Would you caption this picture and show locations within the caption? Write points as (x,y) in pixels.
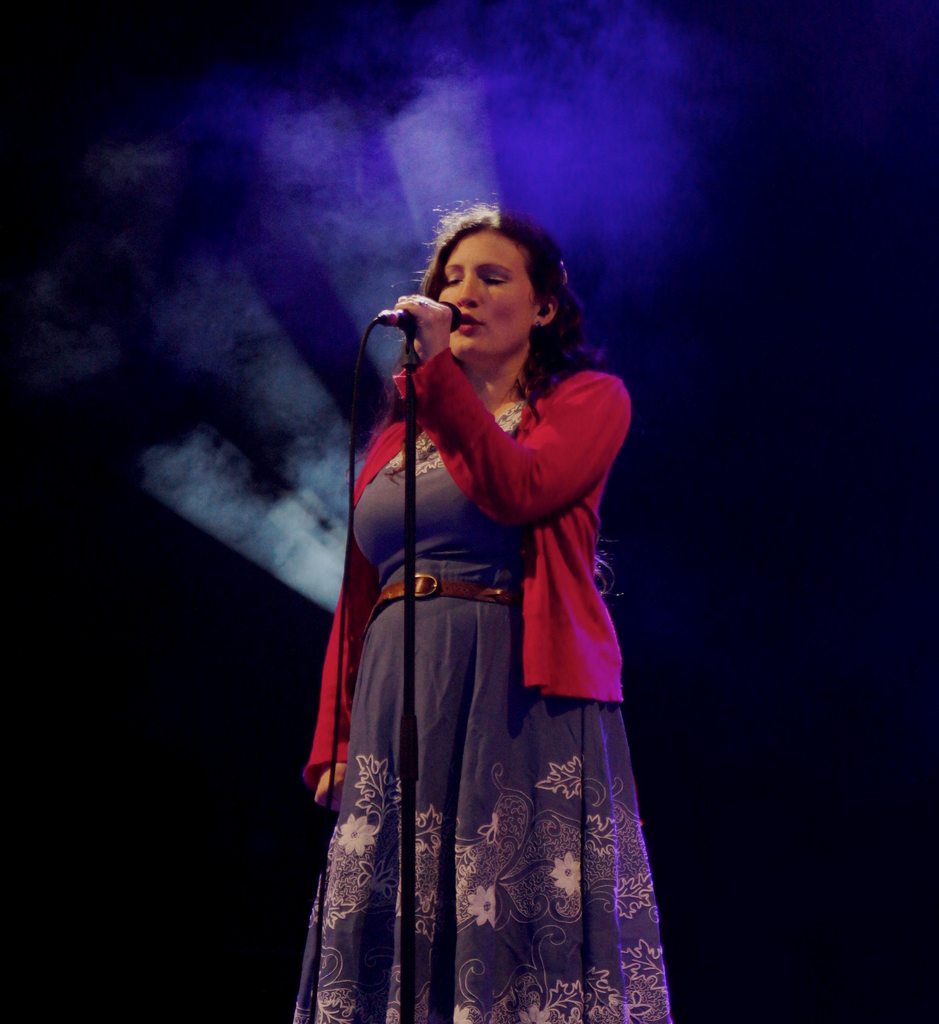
In the foreground of the picture (582,680) we can see a woman (494,548) singing, she is holding mic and we can see cable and stand (408,851). In the background (208,184) we can see light (412,132) and smoke (285,222).
